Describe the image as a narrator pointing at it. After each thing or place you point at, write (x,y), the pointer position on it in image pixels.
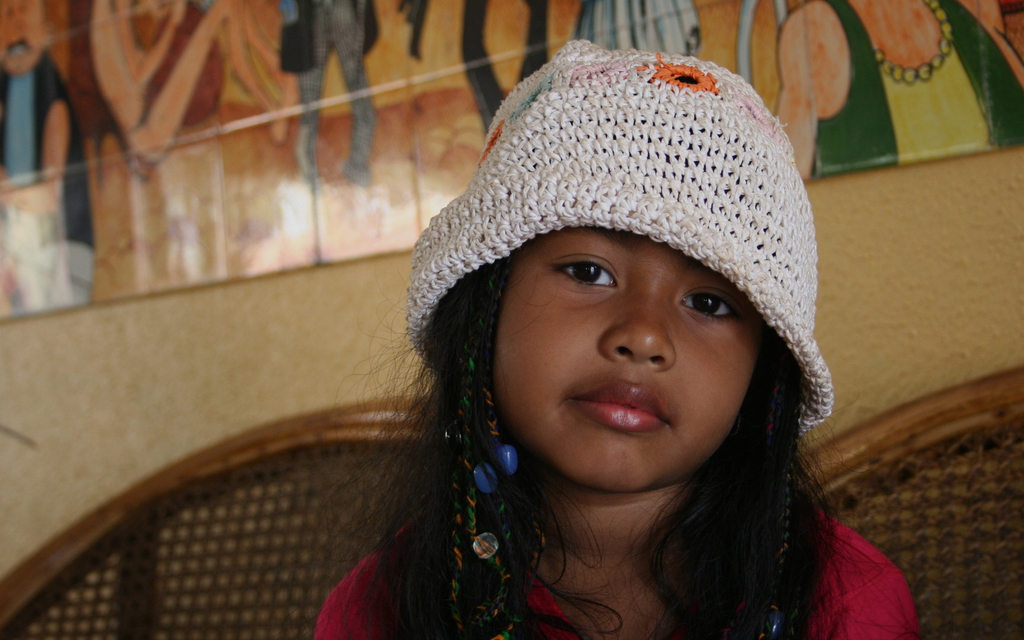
There is a small girl (481,314) sitting in the foreground area of the image (471,272) and a painting (307,186) in the background (329,216).
